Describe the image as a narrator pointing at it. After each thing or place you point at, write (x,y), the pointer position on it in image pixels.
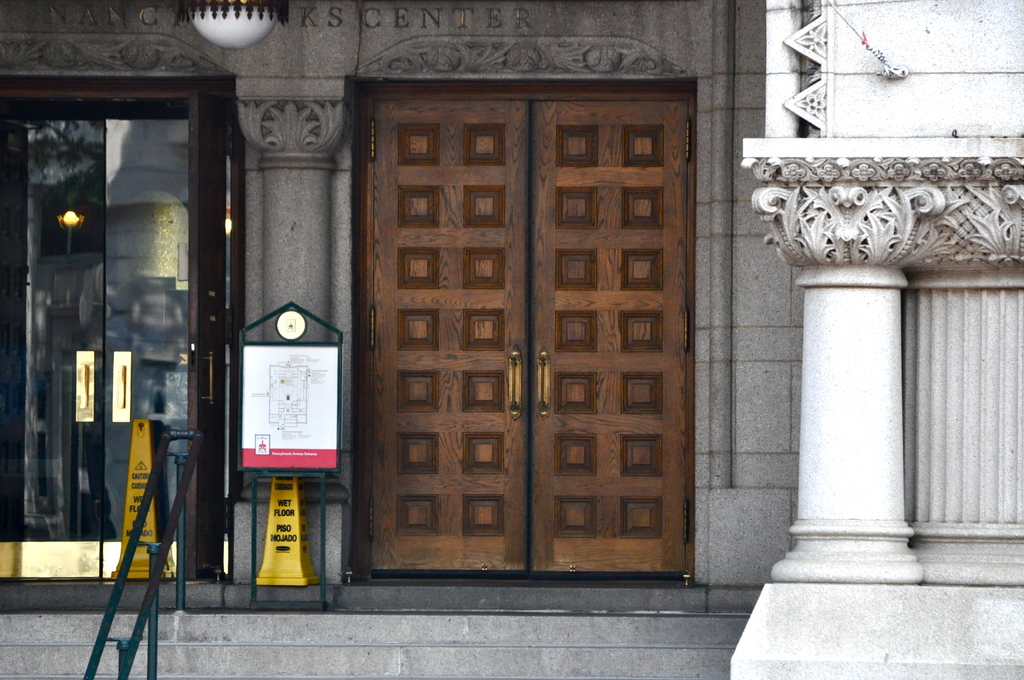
In this image I can see steps (280,615), doors (515,454), light (252,1), pillars (819,406) and a building wall (782,384). This image is taken may be during a day.
